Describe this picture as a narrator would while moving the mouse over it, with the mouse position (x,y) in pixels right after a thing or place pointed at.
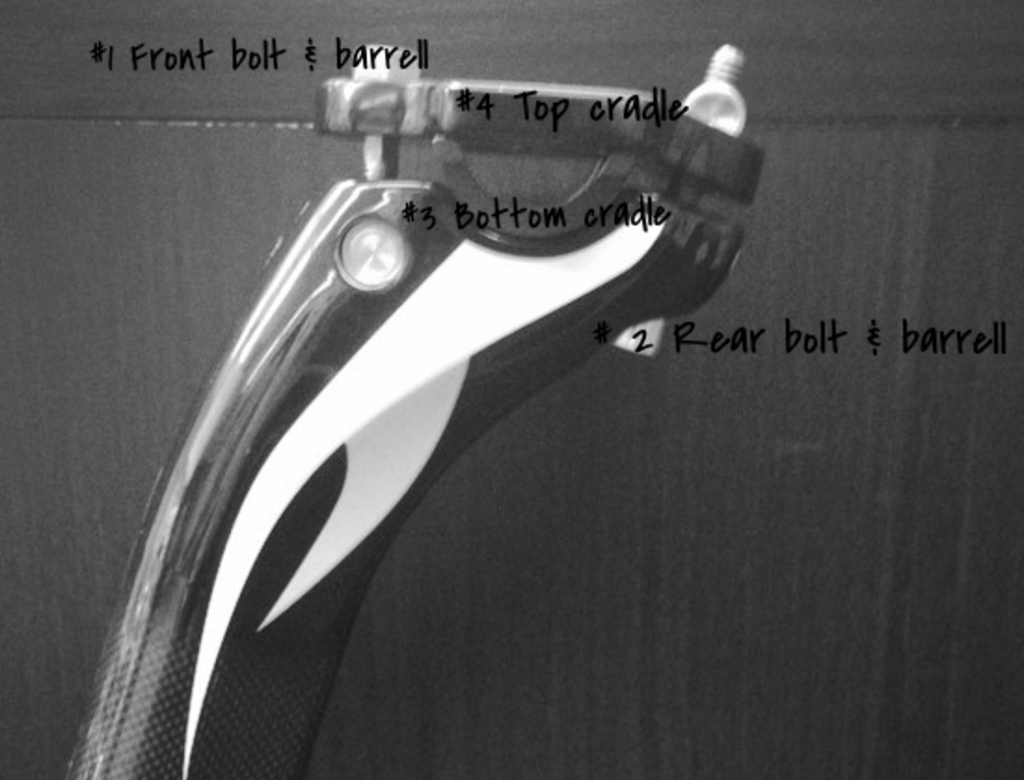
In this picture there is a quotation (336,67) written at the top side of the image (464,208), behind it there is an object (365,353) in the image.
